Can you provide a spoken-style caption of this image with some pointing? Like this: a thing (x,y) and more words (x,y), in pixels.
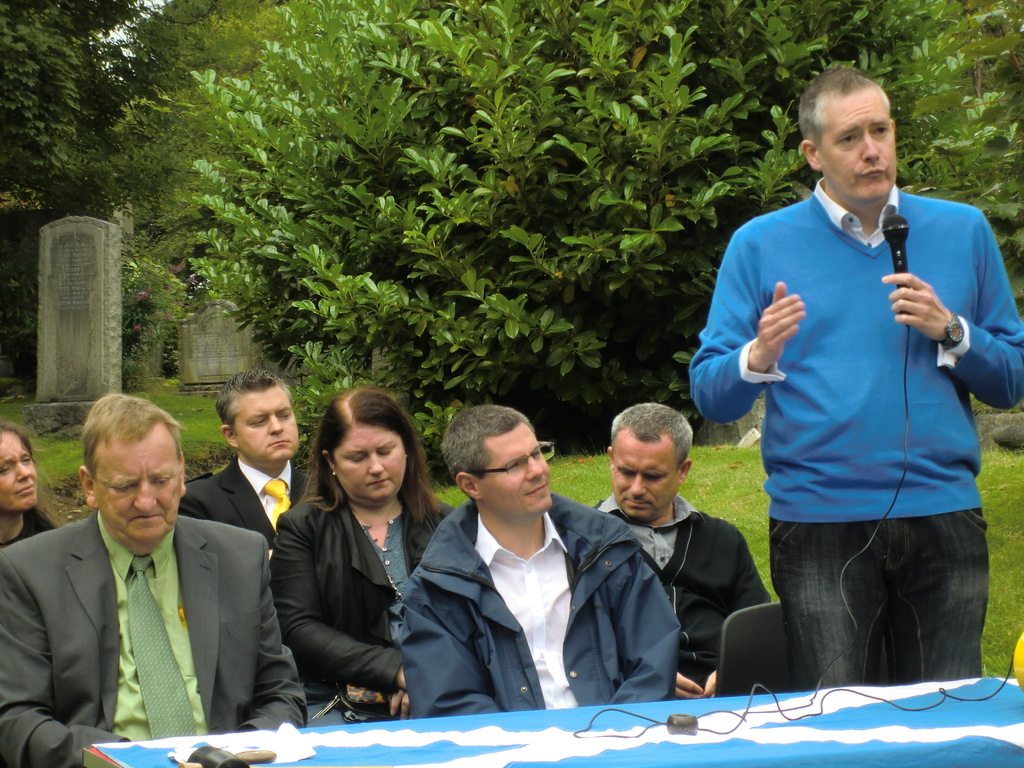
In this picture many people (627,693) are sitting on the chairs (747,637). And there is a table (625,716) and there is a cloth (877,729) on the table (894,730). A person (908,306) is standing and talking on the microphone (904,259). He wore a watch (950,337) and he is in blue color T shirt (858,331). And here one person (464,653) is sitting he wore a blue jacket (467,598) and having spectacles (515,466). And on the background (338,189) there are many trees (687,108) and there is a grass (745,489). And this is the stone (100,328).
